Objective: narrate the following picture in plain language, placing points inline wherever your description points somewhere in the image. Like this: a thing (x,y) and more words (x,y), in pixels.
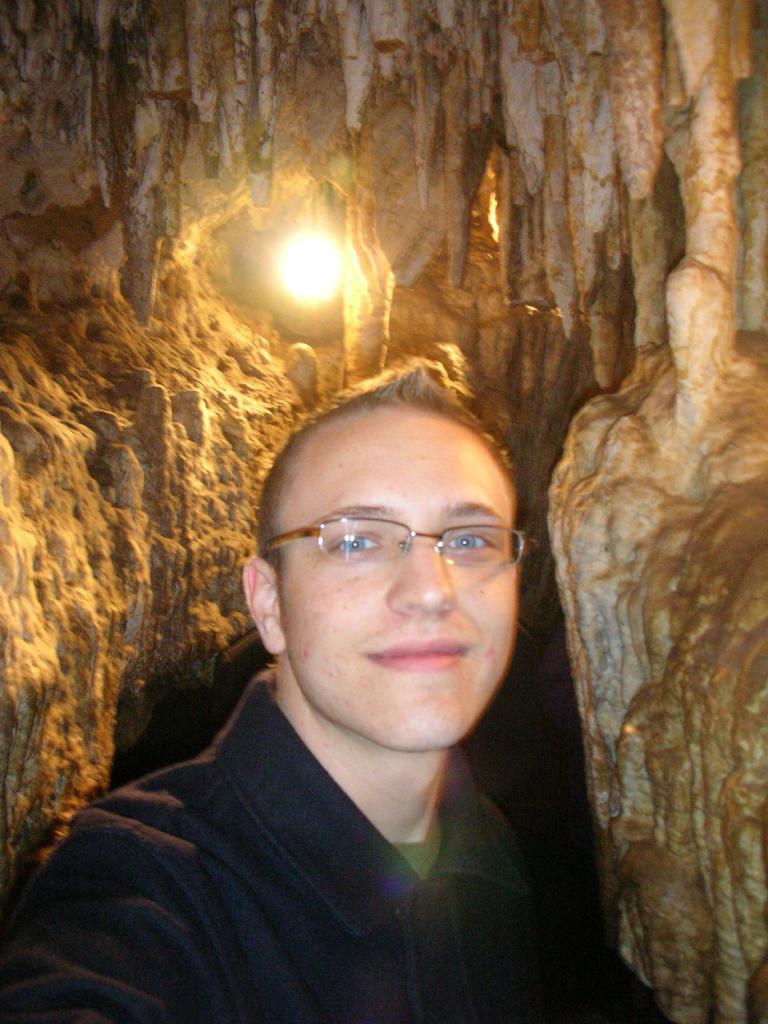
In this image I can see a person (396,708) is wearing black dress (233,876). Back I can see a light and rock (330,207).
